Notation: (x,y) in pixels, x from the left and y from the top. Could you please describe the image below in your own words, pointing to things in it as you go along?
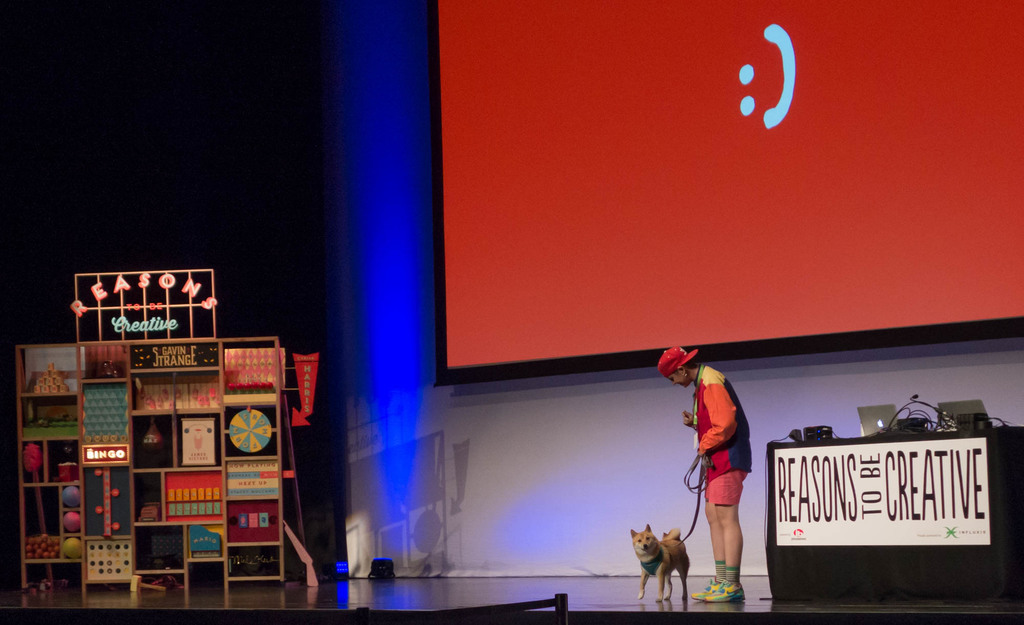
This image is taken indoors. At the bottom of the image (608,600) there is a pole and there is a dais (279,598). On the left side of the image (213,452) there is a cupboard (151,525) with many shelves (139,500) and there are a few games (129,554) on the shelves (70,534). There is a text (175,360) on the board (196,347). On the right side of the image (807,515) there is a table (853,440) with laptops (870,419) and a few things (921,418) on it. There is a board (837,486) with a text (830,489) on it. In the middle of the image (668,373) a person (716,393) is standing and he is holding a rope (704,488) in his hand (704,463) which is tied around the neck (658,548) of a dog (652,552). In the background (673,512) there is a wall (455,411) and there is a screen (530,148).
